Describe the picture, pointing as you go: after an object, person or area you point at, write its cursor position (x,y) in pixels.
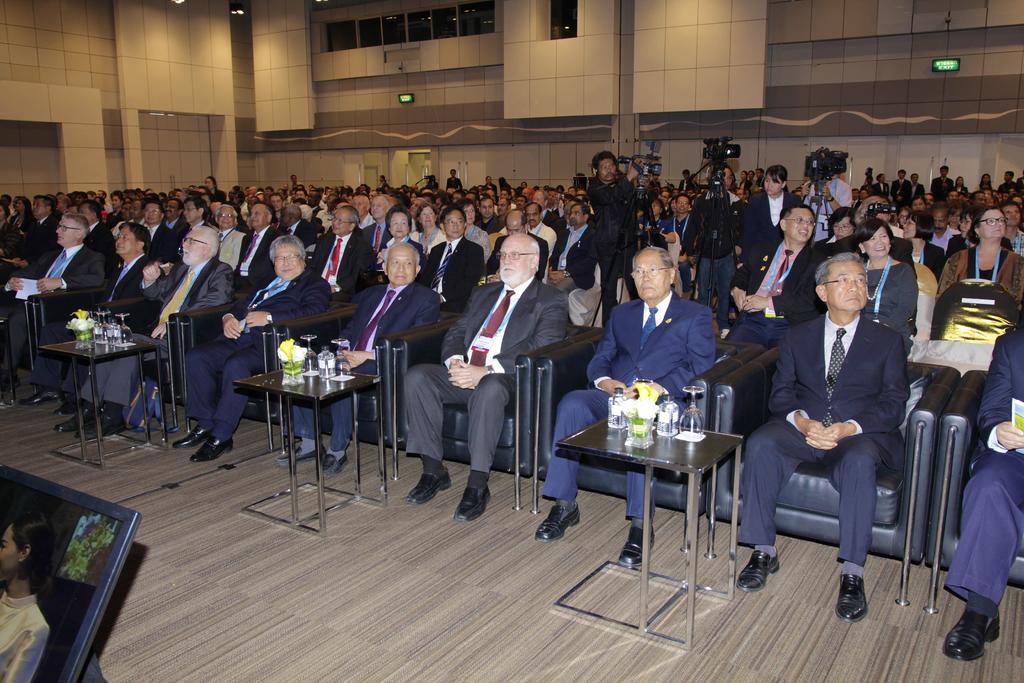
In this image group of people (1021,369) are sitting on chairs (395,445) and some people (719,290) at the middle (609,251) are standing. This person (617,175) is holding camera (643,167). There is a table (676,446) before this person (681,351) having some glasses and flower vase (631,430) on it. There is a screen (132,517) present at the left bottom corner (132,536).
